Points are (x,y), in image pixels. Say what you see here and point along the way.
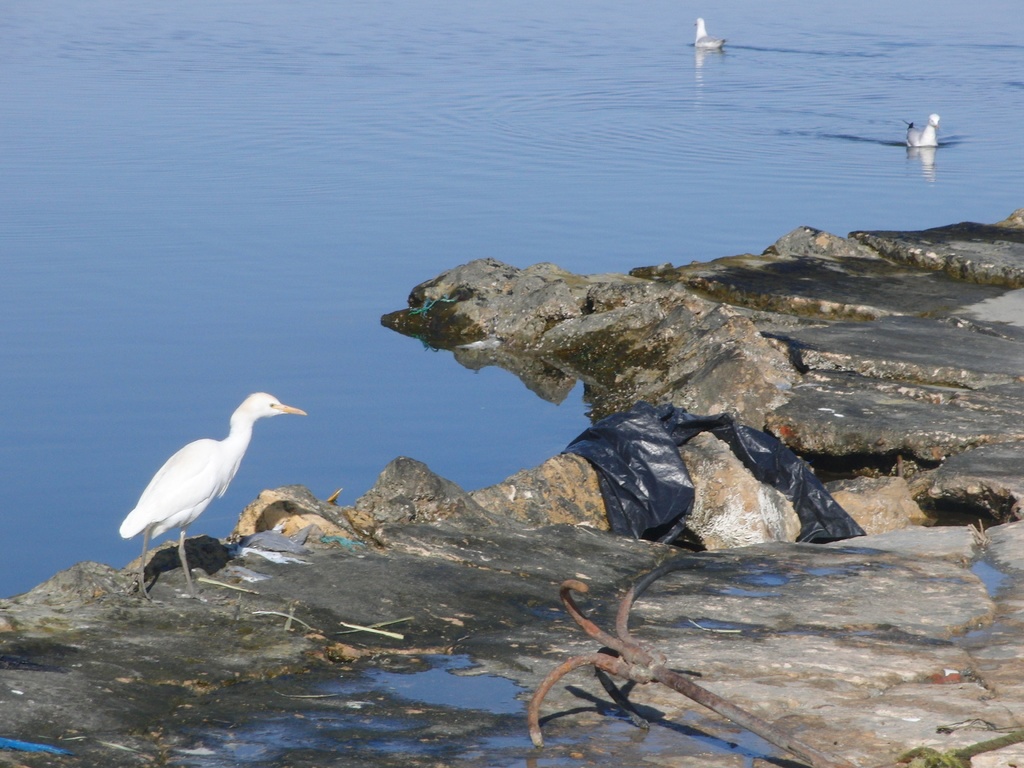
In this image we can see a rock (748,593) and water (659,176). On the rock (397,610) we can see a few objects (625,524) and a bird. On the water (629,170) we can see two birds (915,131).
